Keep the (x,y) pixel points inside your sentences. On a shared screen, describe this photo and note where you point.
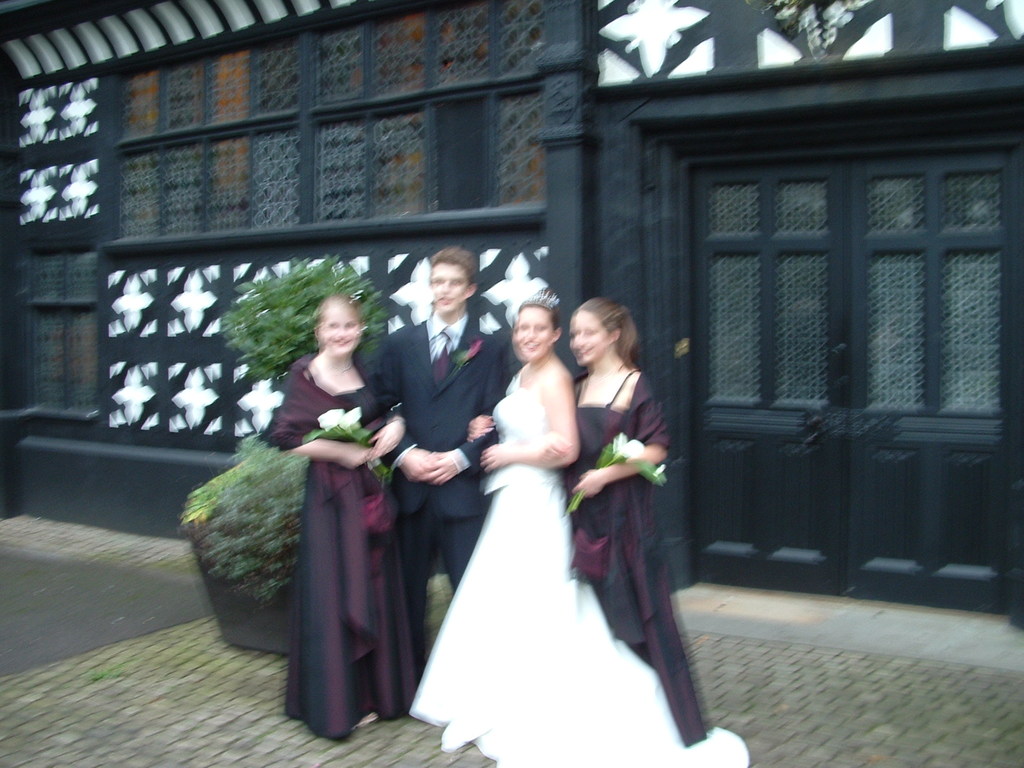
In this image, we can see four persons (562,399) wearing clothes (372,391) and standing in front of the wall (523,150). There is a plant (262,363) in the middle of the image (352,266). There is a door (802,373) on the right side of the image (959,377).
